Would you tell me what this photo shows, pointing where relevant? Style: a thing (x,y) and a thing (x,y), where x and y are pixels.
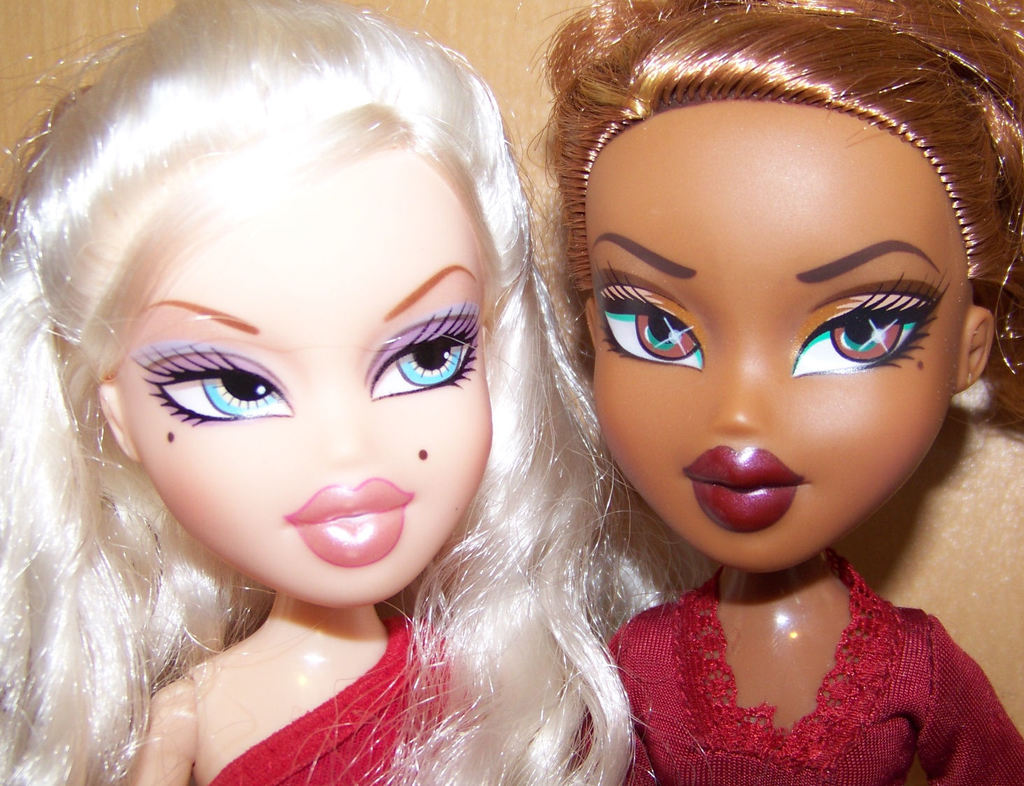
In this image we can see two dolls (923,321).
